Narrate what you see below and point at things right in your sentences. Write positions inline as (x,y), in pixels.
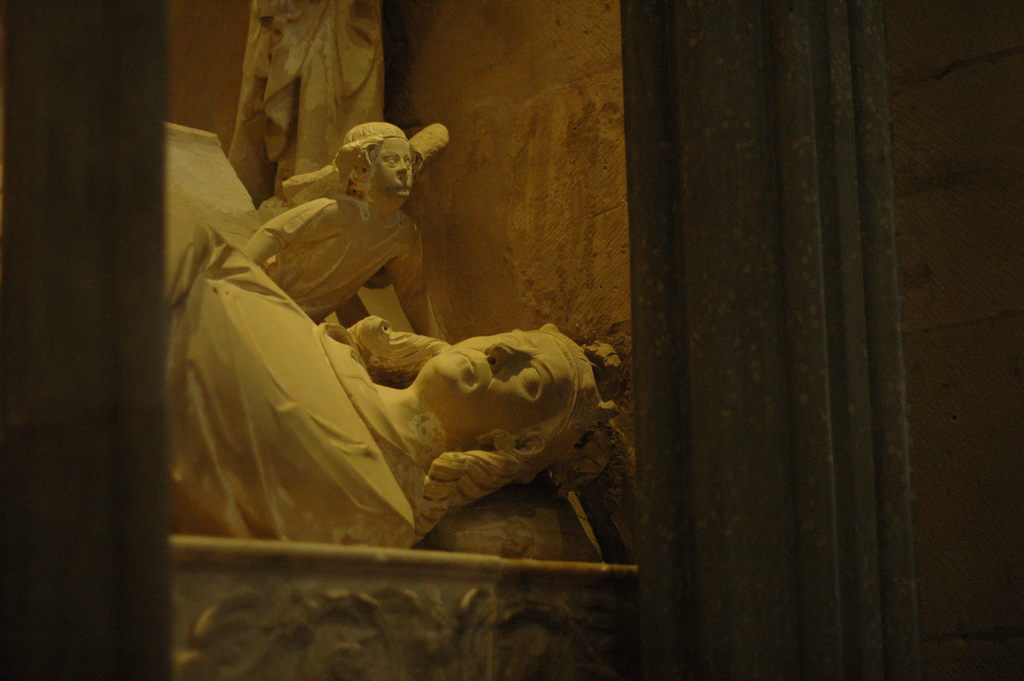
In this picture we can see statues (288,282) in the middle (373,426), on the right side (773,369) there is a pillar (725,313), we can see a wall (493,170) in the background (527,203).
